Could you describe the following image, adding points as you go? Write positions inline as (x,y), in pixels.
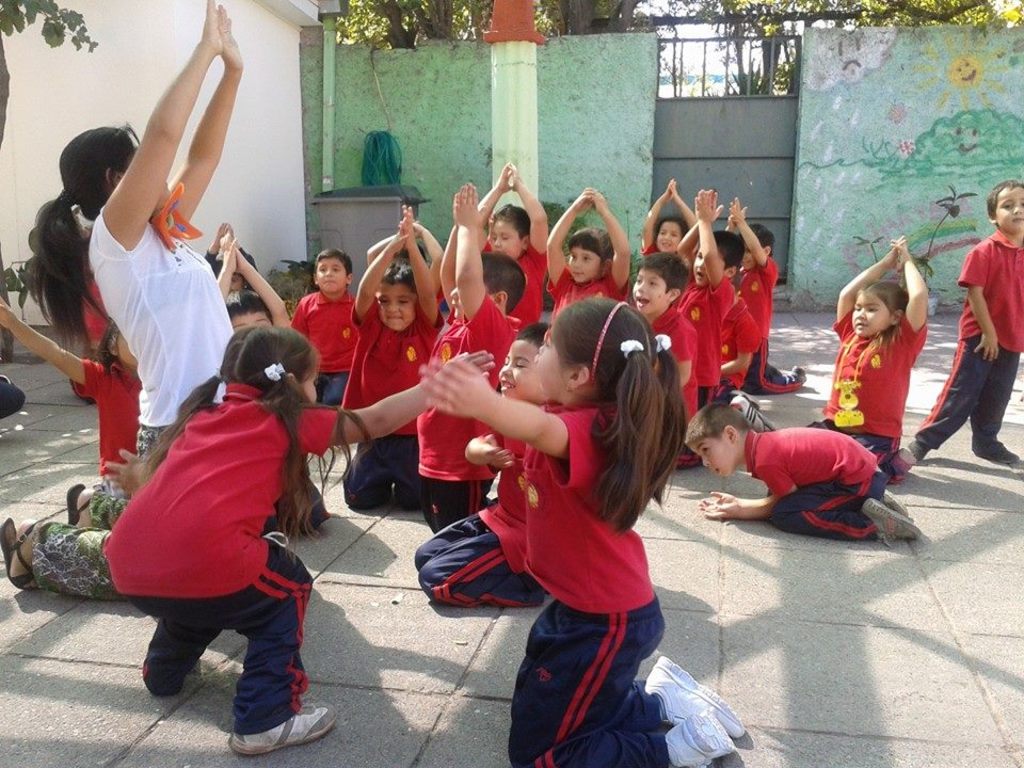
In this picture we can see a woman (69,333) and a group of children (443,258) sitting on the floor (920,526) and some are standing and in the background (179,45) we can see walls (489,78) with painting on it, pillars (528,39), bin (342,224), gate (657,147), trees (353,9), sky (683,8).
